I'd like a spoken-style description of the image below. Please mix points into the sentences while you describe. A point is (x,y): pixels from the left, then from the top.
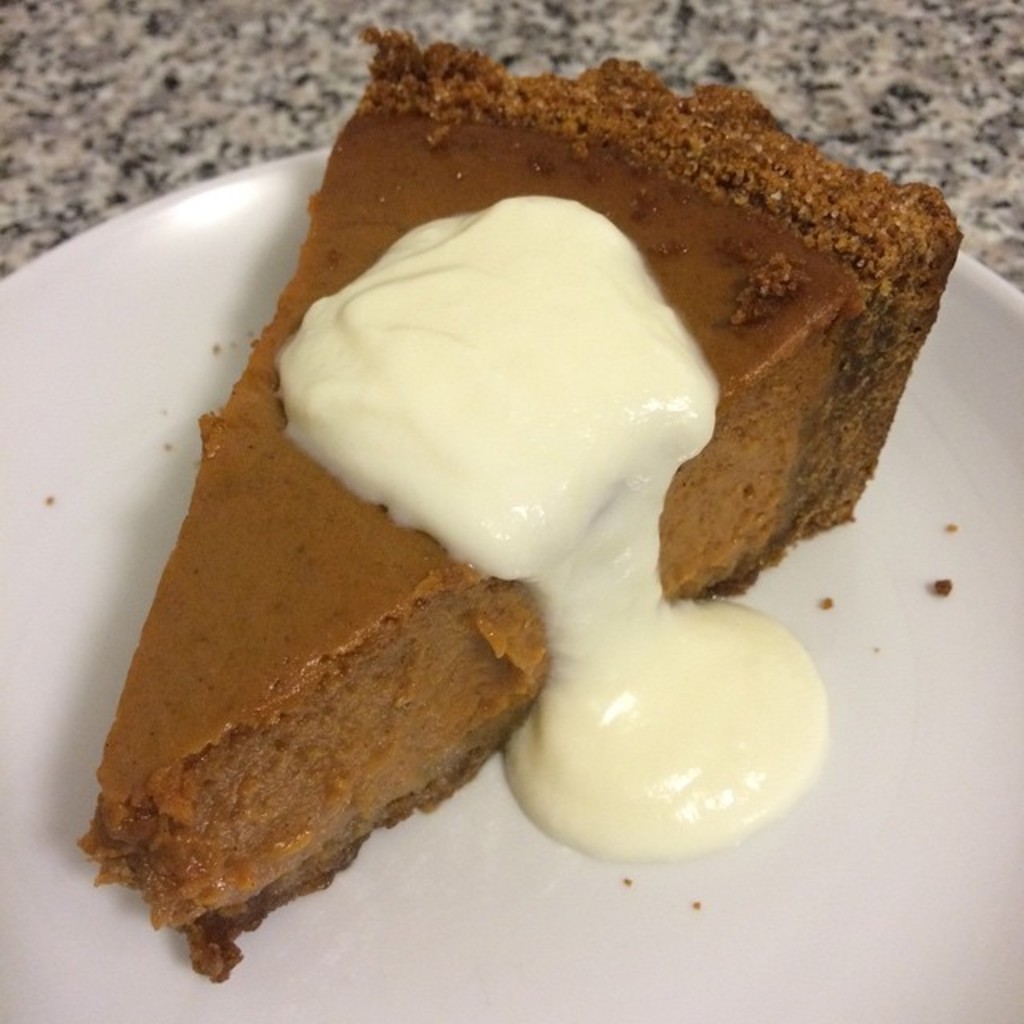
In this picture we can see a plate (126,325) on the surface (923,64) with cake (436,204) in it.
